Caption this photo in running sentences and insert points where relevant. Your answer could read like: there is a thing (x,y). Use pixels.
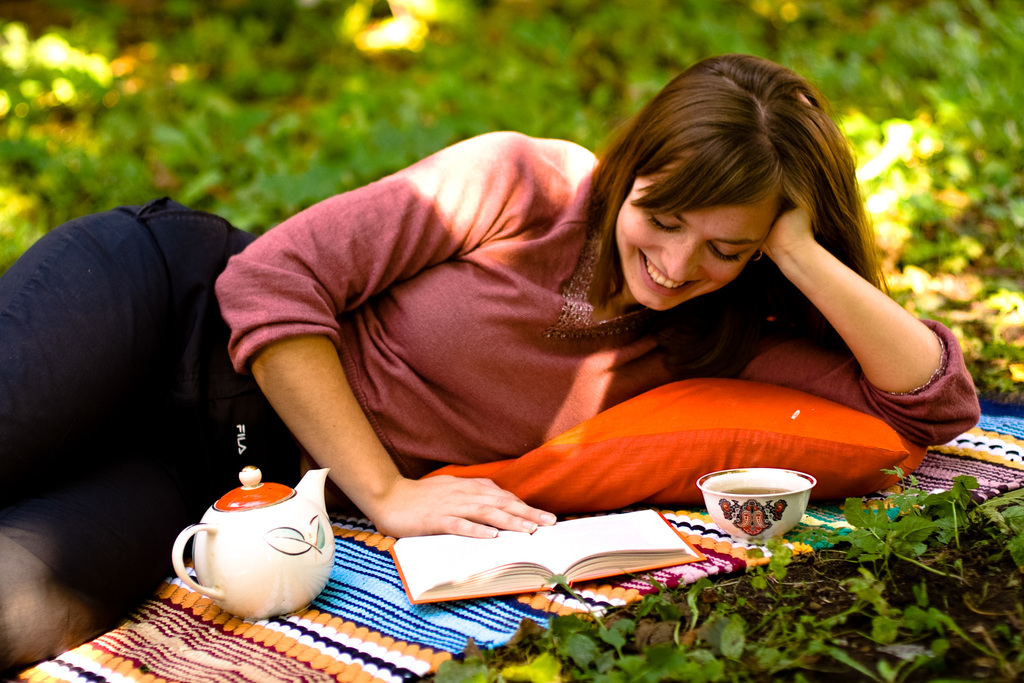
This image is taken outdoors. At the bottom of the image (759,621) there is a ground (848,649) with grass (731,637) on it. In the middle of the image (405,282) a woman (375,388) is lying on the mat (405,630) and reading a book (547,549). There is a pillow (608,428), a kettle (254,531), a book (649,535) and a cup (729,510) with tea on the mat (198,639). A woman (454,323) is with a smiling face (651,238).
